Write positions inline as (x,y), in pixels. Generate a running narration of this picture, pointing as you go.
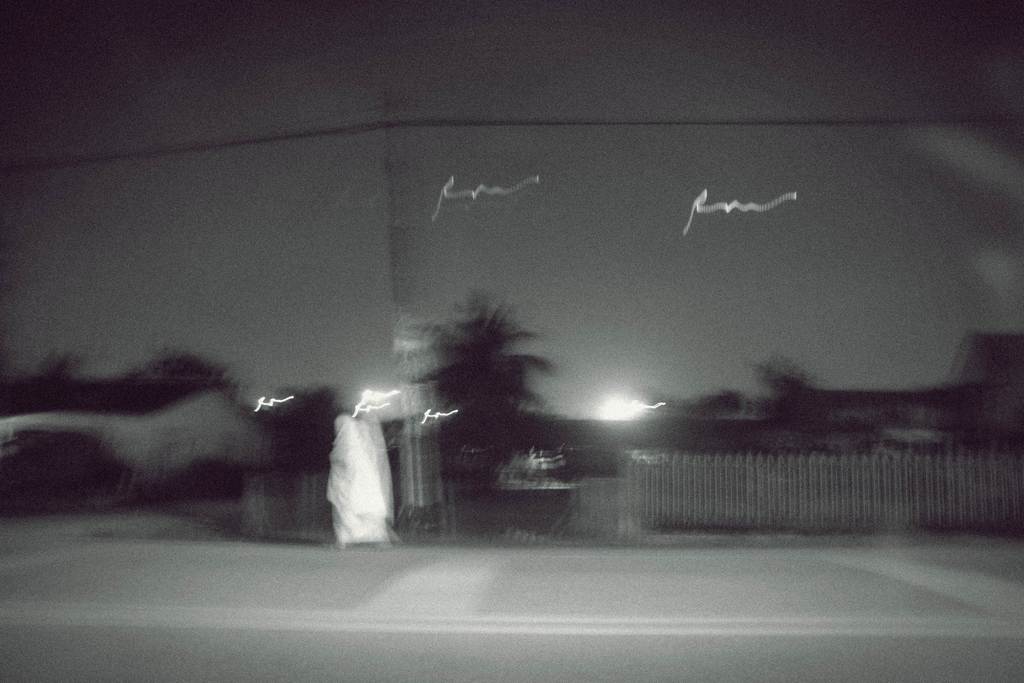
In the picture I can see fence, trees (476,382), a pole (431,387) has a wire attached to it and some other objects (349,423). In the background (635,278) I can see the sky (552,373). This image is black and white in color and blurred.
